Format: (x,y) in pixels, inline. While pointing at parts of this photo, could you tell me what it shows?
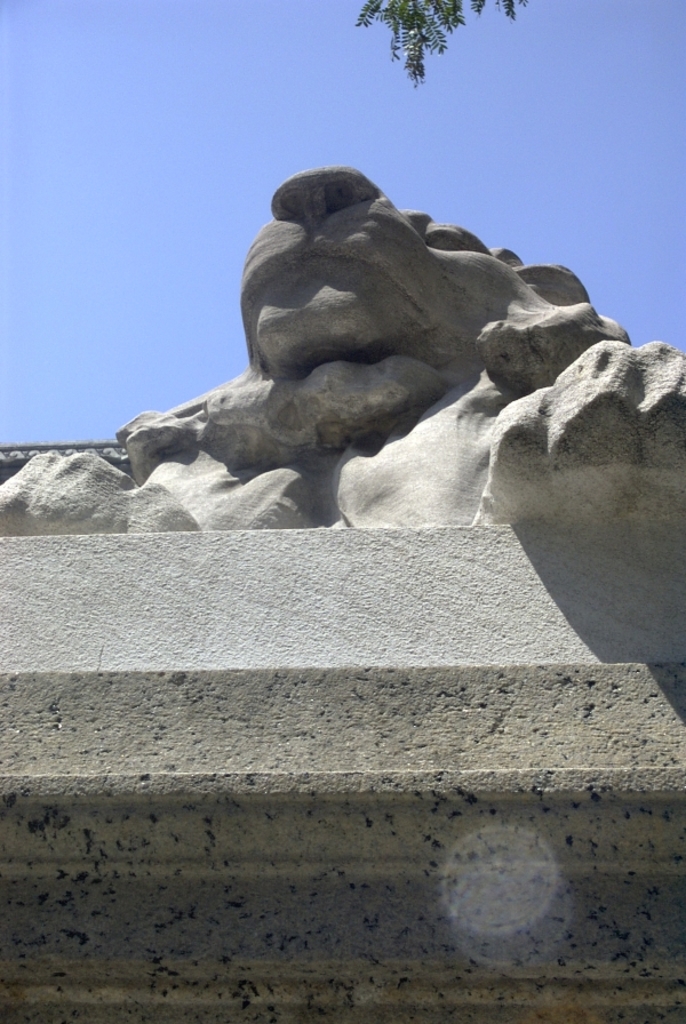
In this image we can see a statue (631,451) on a pedestal (395,763). In the background (17,419) there is sky (394,197). At the top of the image (404,6) we can see leaves (396,56).
